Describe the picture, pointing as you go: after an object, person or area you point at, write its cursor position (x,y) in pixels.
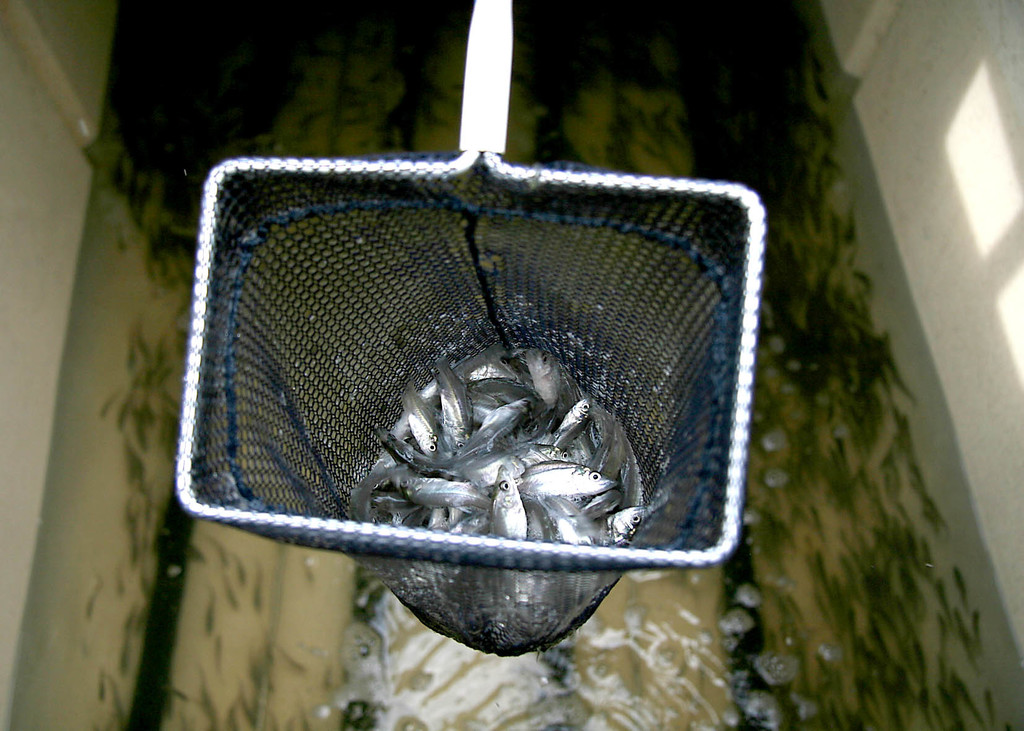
In this picture we can see fishes (432,420) in the scoop net (395,303). Under the scoop net (499,22), there are some fishes (259,663) in the water (351,614). On the left (3,177) and right side of the image (925,137), there are walls (36,341).
